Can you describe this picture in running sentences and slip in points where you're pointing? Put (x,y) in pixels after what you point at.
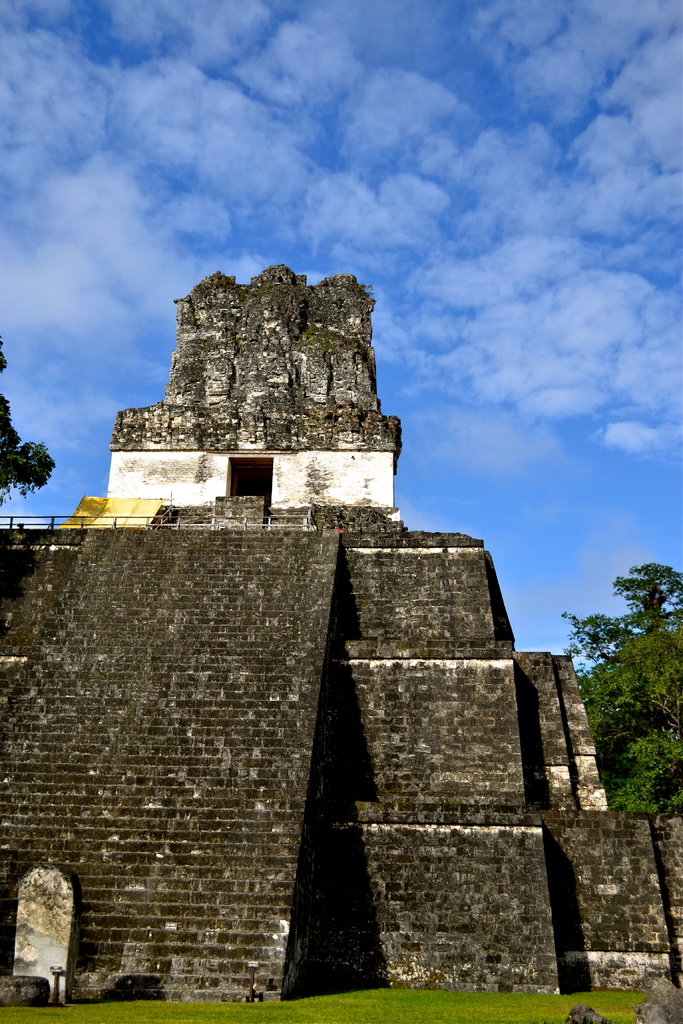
In this picture I can see monument (351,681). I can see tree (653,702) on the right side (646,688). I can see there are clouds (391,187) in the sky (438,166).
